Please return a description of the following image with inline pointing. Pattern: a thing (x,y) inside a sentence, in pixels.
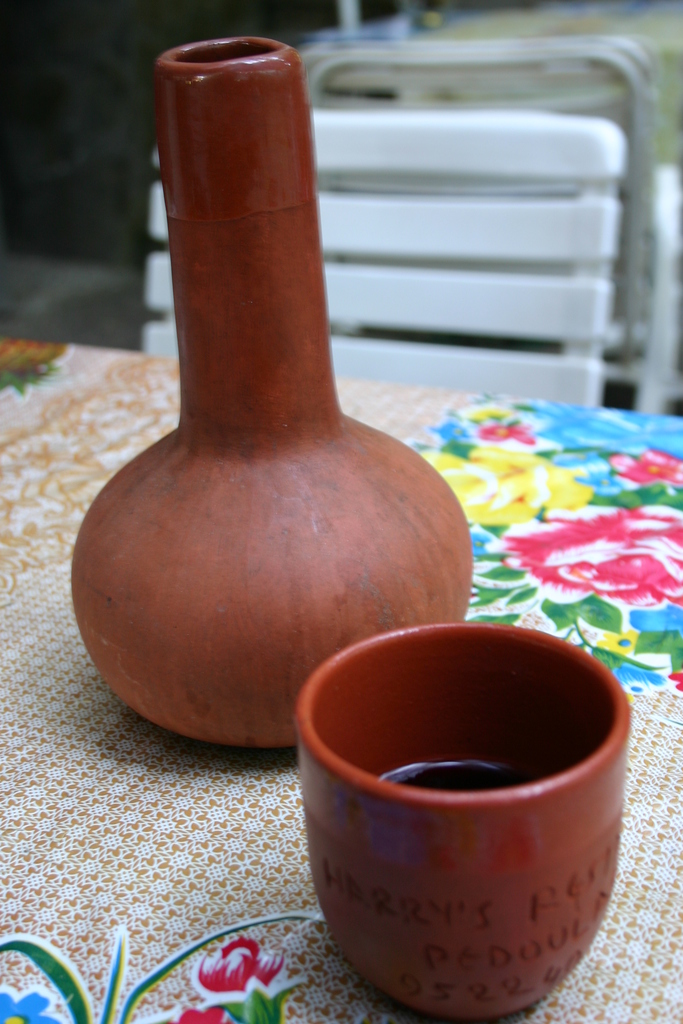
In the foreground of this picture (527,429) we can see a table (48,438) on the top of which we can see the pots (274,528) are placed. In the background (573,152) we can see some objects (374,155).
